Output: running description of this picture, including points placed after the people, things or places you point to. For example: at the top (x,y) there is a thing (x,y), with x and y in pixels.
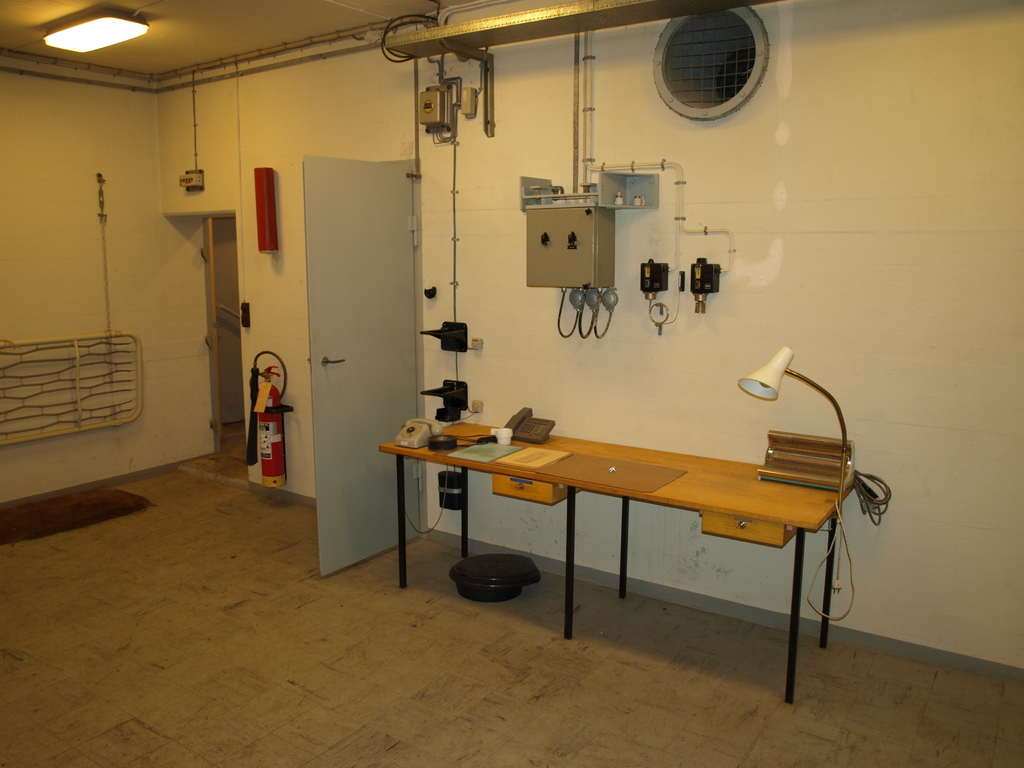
In this image I can see few objects (657,479), telephones (530,429) on the table (715,473). Back I can see a door (319,450), pipes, fire extinguisher (267,428), few objects (599,239) attached to the white wall (901,181).
